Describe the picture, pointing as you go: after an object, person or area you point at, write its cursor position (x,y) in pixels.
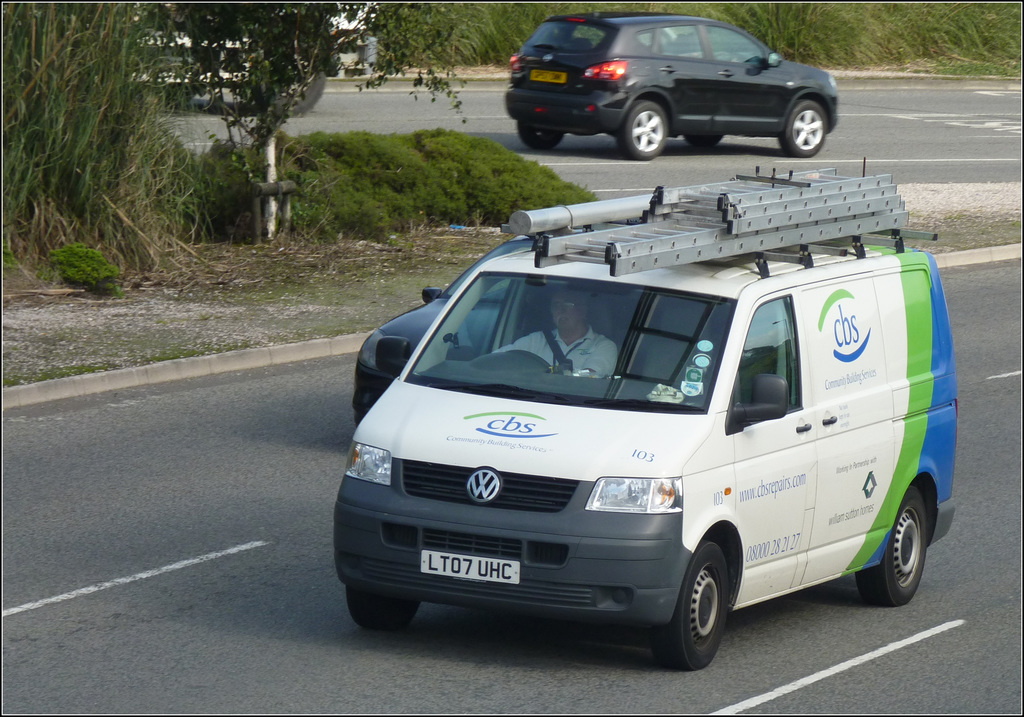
In this picture we can see a van (542,401) and two cars (638,68) traveling on the road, we can see a person (581,352) inside the van (519,316), on the left side (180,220) there is a tree (263,168), we can see grass (137,151) here.
